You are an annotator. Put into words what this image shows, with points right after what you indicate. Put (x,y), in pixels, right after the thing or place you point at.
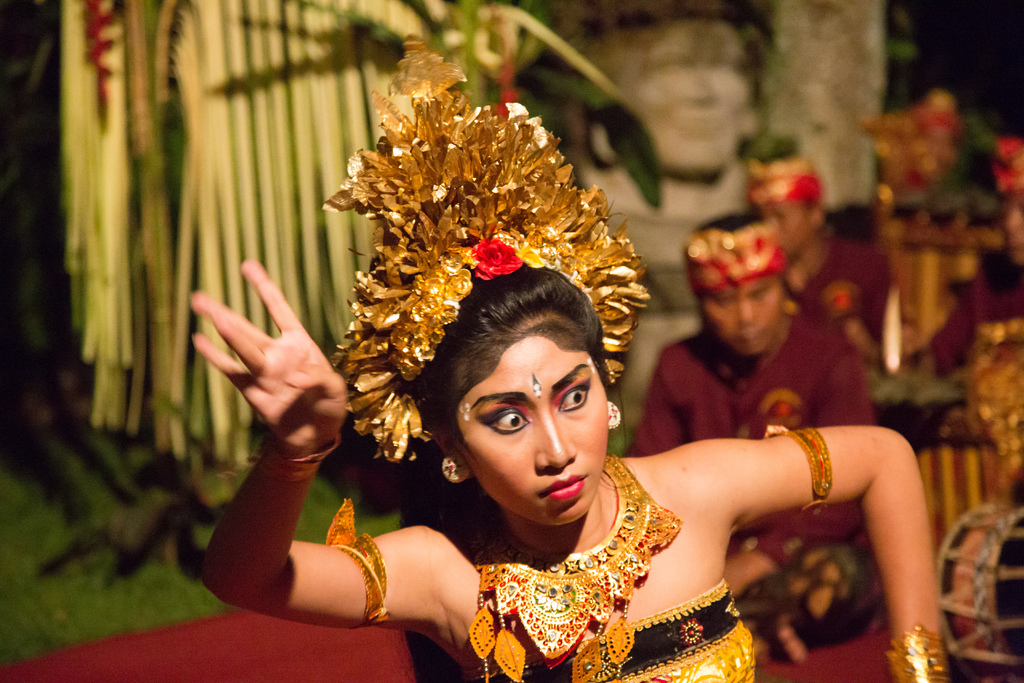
In this picture I can see a woman (543,496) is wearing a crown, jewellery (596,586) and dress (701,655). In the background (732,399) I can see people (740,384) are sitting on the ground (183,644). On the left side (91,319) I can see green color object (258,210).
